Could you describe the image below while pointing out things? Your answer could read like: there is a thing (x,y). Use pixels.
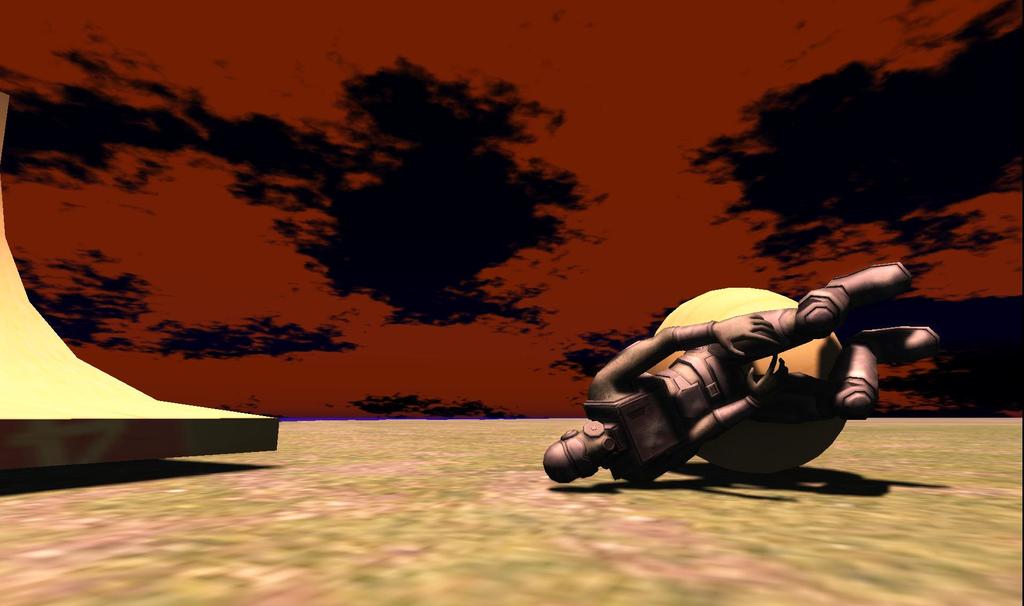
This is an animated image, it looks like a robot (596,441) and a round shaped object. On the left side of the robot (640,398) there is another object (26,377) and it looks like a wall (99,433).
